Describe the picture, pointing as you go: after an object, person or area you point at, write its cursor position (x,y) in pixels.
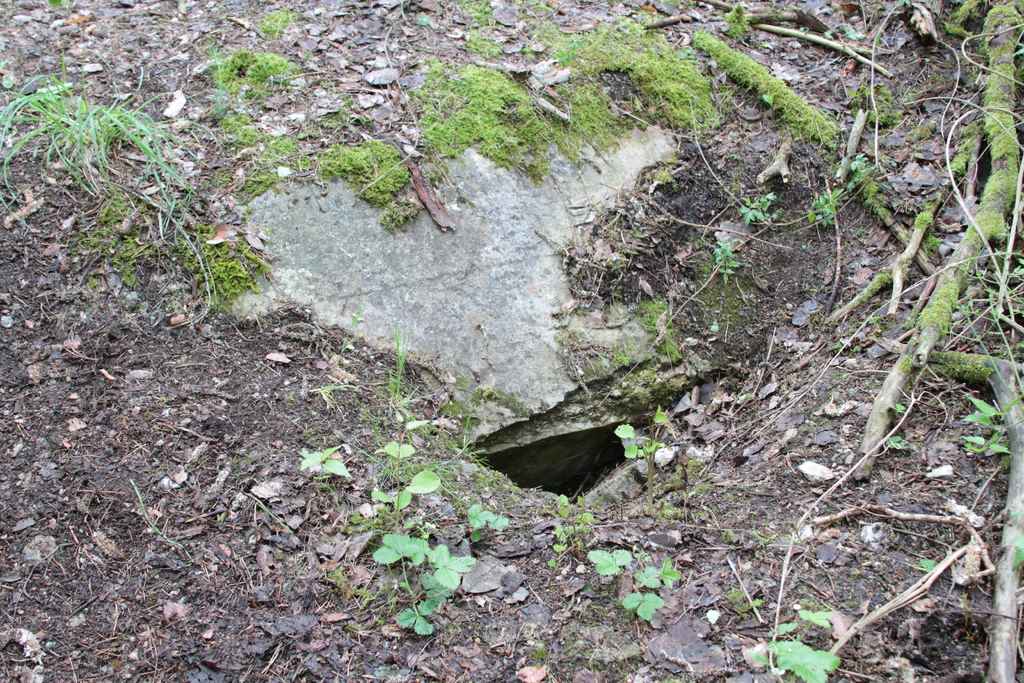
In this image we can see plants (236,75), grass (104,136), twigs (990,182) and stones (430,225).
